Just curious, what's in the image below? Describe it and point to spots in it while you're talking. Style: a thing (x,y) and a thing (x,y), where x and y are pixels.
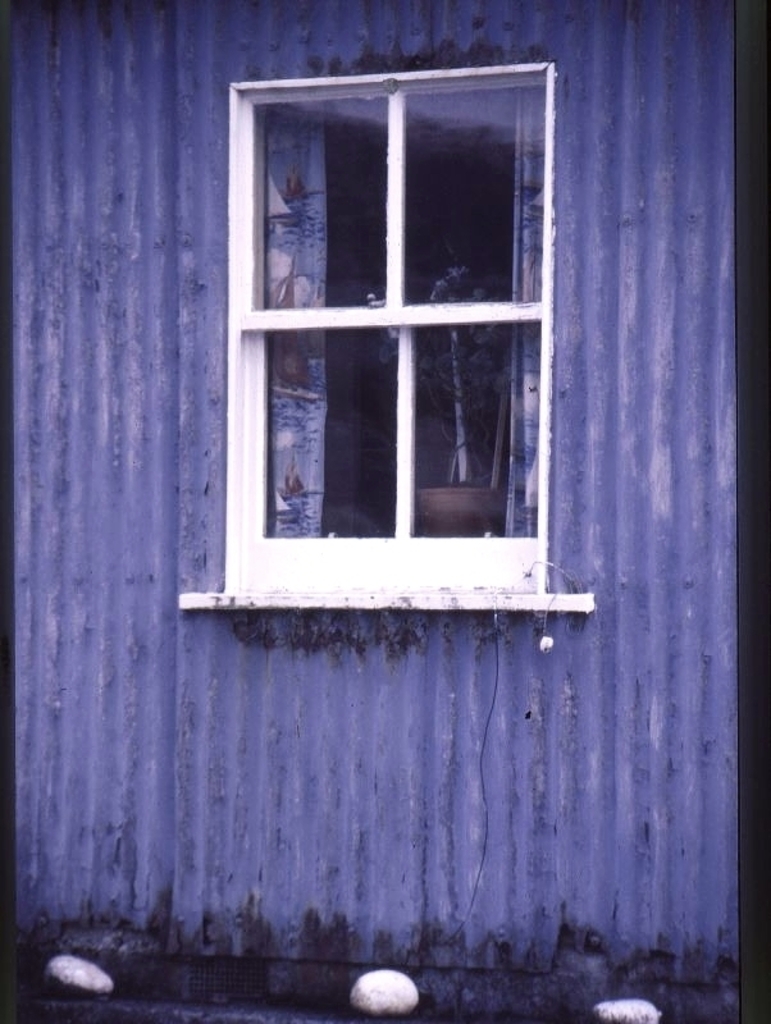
This picture shows a window (415,113), from the window (324,112) we see a plant (460,470) in the pot (446,492) and curtains (533,464) to the window (506,359) and we see stones (621,1014) on the floor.
